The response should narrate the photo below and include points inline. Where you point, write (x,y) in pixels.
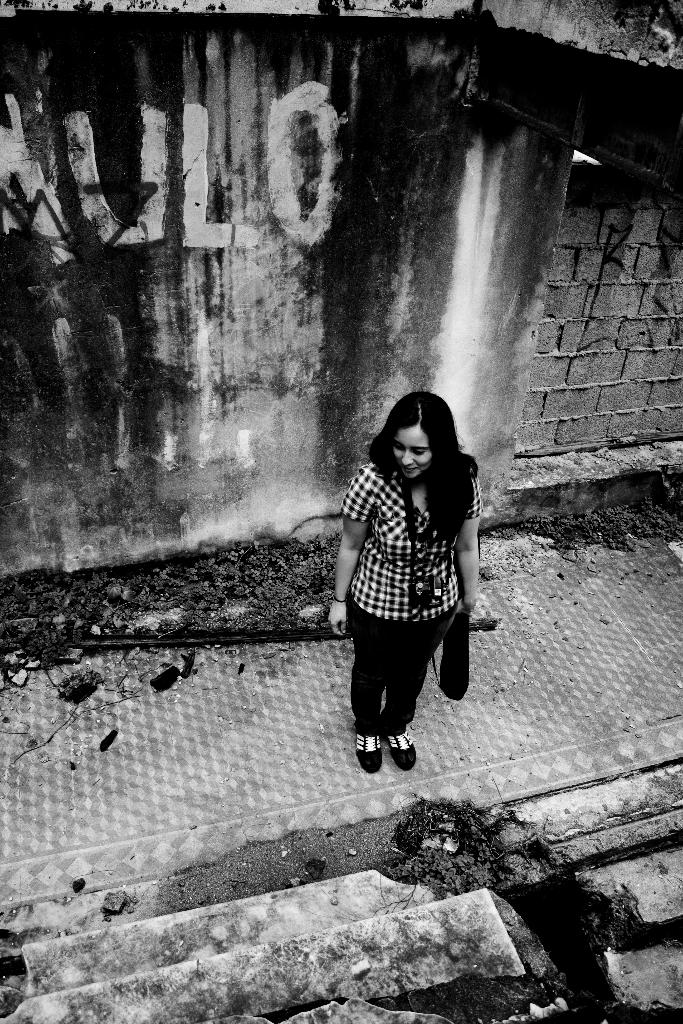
It is a black and white image, there is a woman (375,614) standing on a surface (625,757) and behind her there is a wall (48,400).
